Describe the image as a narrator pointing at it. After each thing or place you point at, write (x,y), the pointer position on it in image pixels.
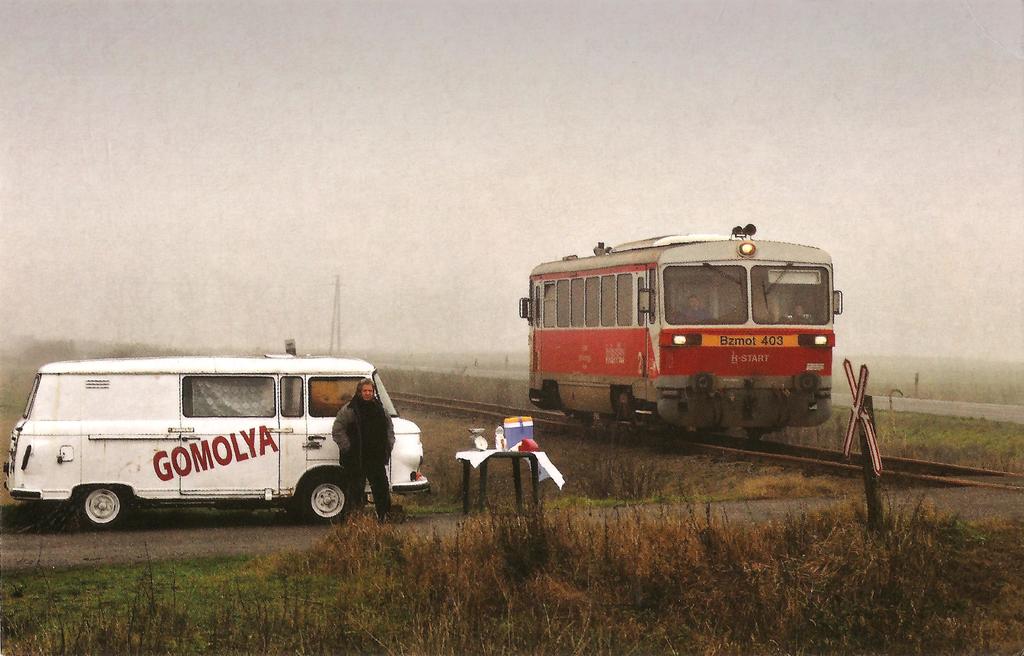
Here a train (810,422) is moving on the railway track (713,439) and left a man (385,460) is standing behind him there is a vehicle (396,453) there is a grass (533,630) in front of him.
